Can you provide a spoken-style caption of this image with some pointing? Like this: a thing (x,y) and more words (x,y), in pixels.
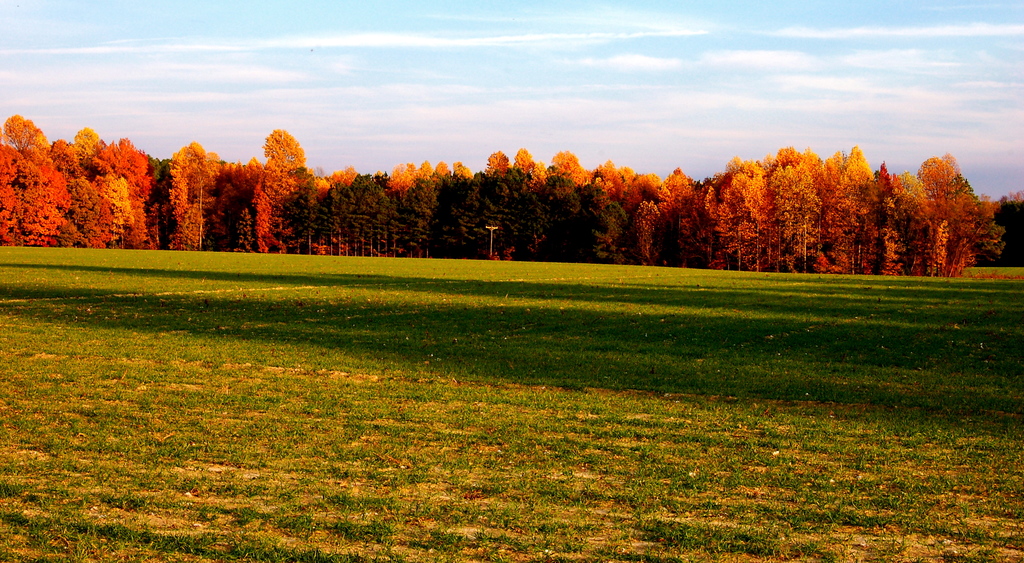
In this image we can see a ground (416,383) with grass (492,432). At the center of the image (584,224) there are trees (741,225). In the background (635,86) there is a sky (648,140).
